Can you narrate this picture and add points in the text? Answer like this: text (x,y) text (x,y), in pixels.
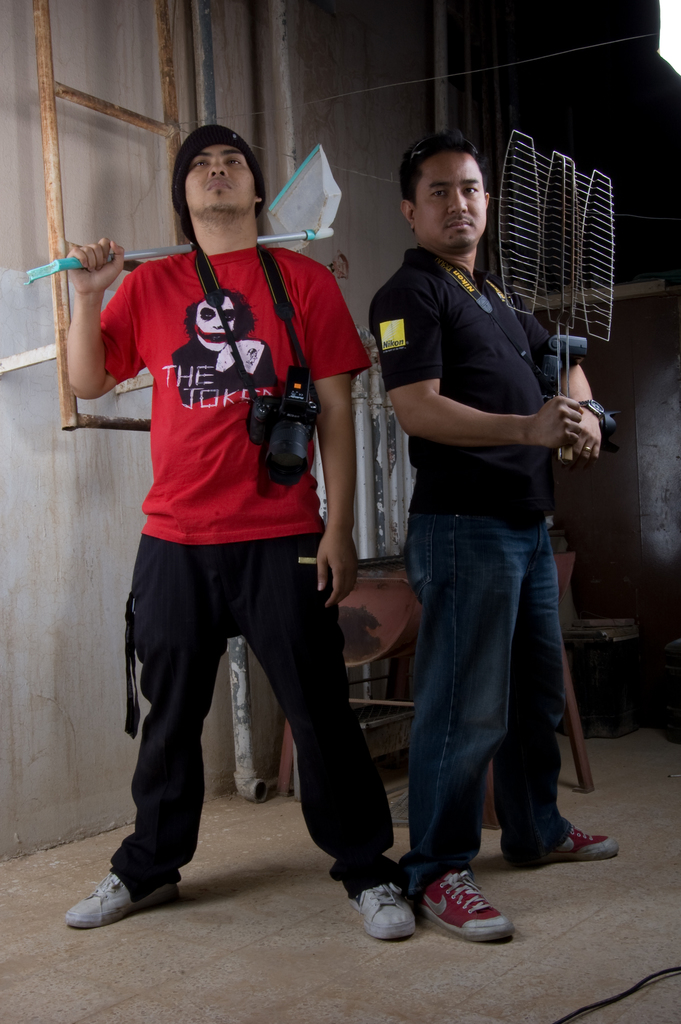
In this image there are persons (490,471) standing and holding objects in their hands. In the background (373,601) there is a table (403,608) and on the table (396,620) there are objects (379,496) and there is a wooden object (169,96) hanging on the wall (106,208).
